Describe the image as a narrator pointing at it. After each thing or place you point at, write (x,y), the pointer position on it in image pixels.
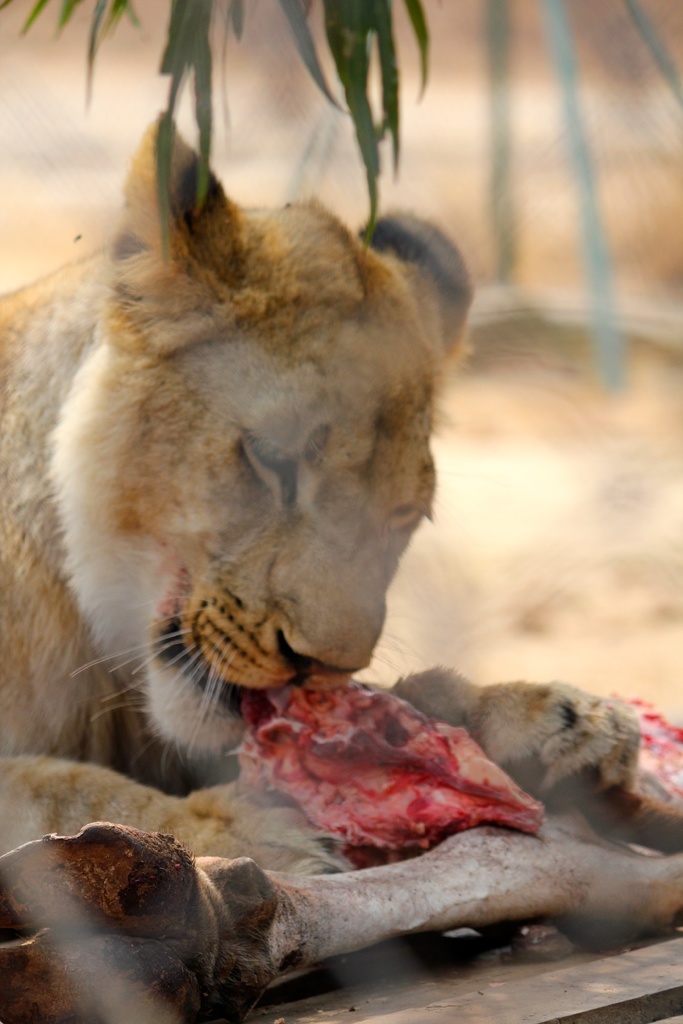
In this image I can see there is a wild animal (28,375) on the ground (419,969) and eating meat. And there are leaves (395,77). And at the back (506,485) it looks like a blur.
